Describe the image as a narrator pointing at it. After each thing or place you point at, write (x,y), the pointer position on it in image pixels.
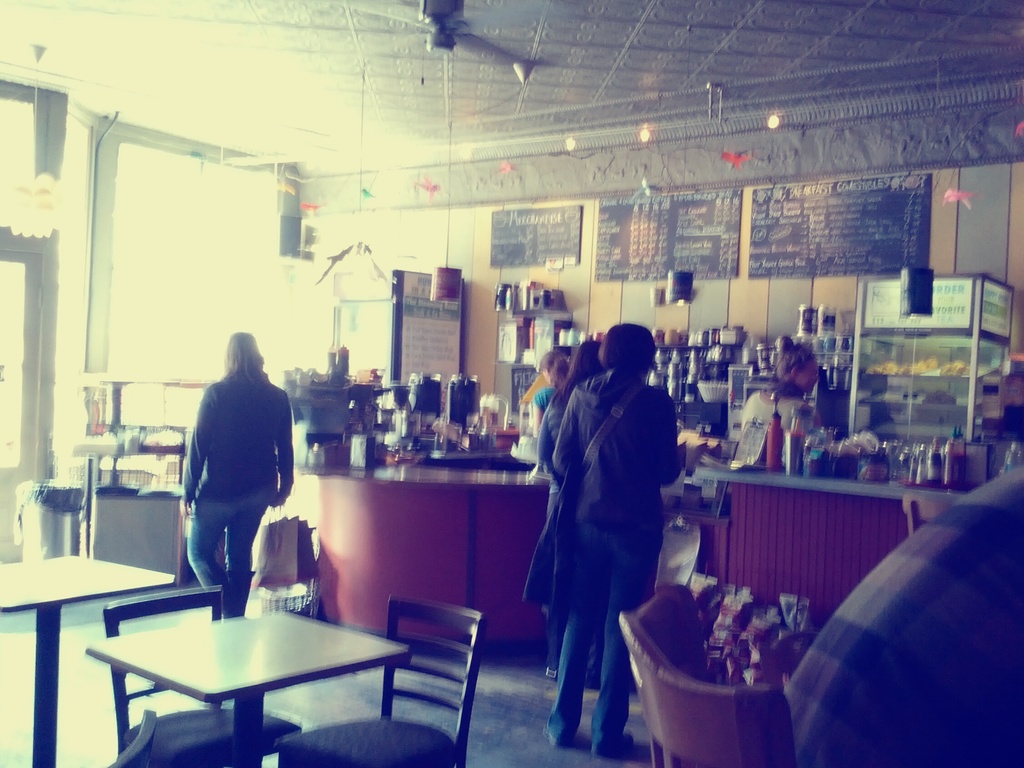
Blackboard (649,244) on wall (1008,210). A fan (464,32) is attached to ceiling (560,107). These persons (581,409) are standing. We can able to see chairs (397,618) and tables (207,625). Far there is a bin (74,517). This racks (682,376) are filled with jars (731,362) and things (675,343). On this table (728,493) there is a bottle (782,461), paper (761,452) and things (836,463).
